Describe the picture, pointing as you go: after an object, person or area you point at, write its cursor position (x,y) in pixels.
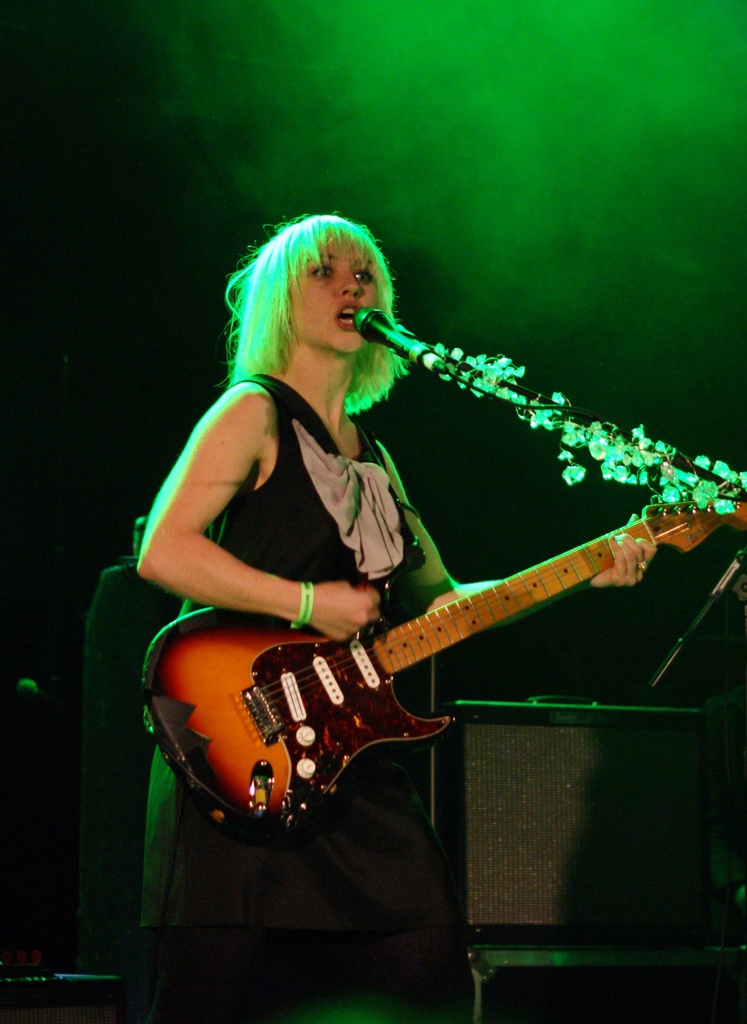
In this image, we can see a person (433,924) holding a musical instrument (349,681). We can see a microphone (372,332). We can see some objects (692,861).
